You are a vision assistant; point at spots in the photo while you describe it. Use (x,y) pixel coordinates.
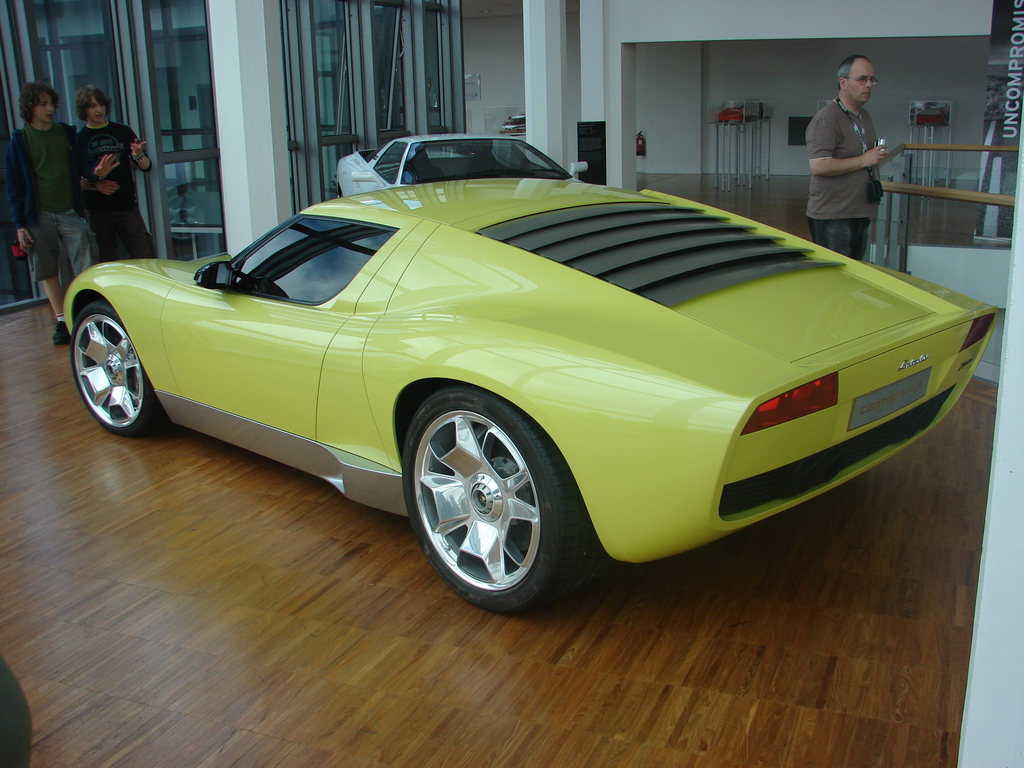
In this picture we can see two cars (491,282) and three people (49,181) standing on the floor (300,607) and in the background (632,86) we can see pillars (556,85), walls (656,98), poster (1014,65) and some objects (501,124).
